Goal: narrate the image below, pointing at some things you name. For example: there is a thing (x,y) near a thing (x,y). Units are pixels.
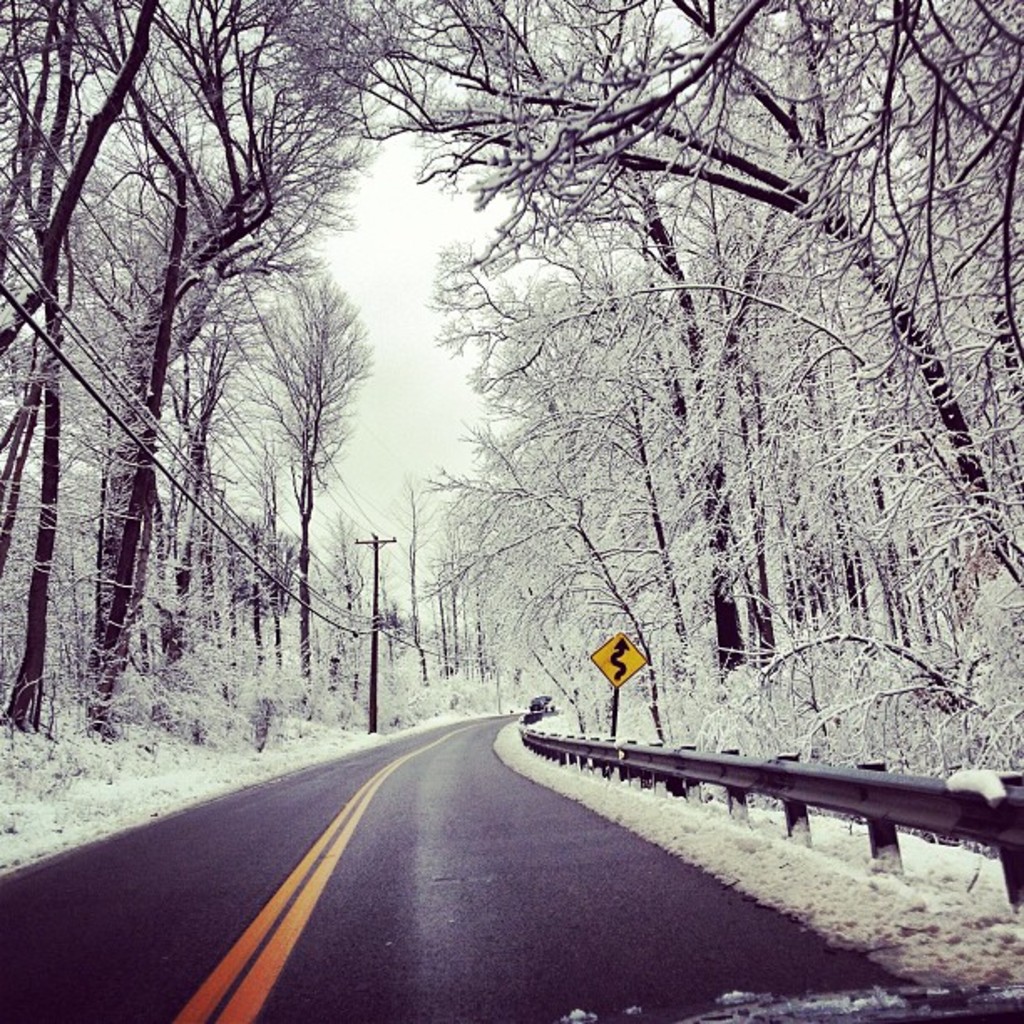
In the center of the image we can see vehicle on the road (276,837). On the right (889,296) and left side of the image (340,717) we can see snow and plants (750,679). In the background (424,329) there is sky (424,329).
